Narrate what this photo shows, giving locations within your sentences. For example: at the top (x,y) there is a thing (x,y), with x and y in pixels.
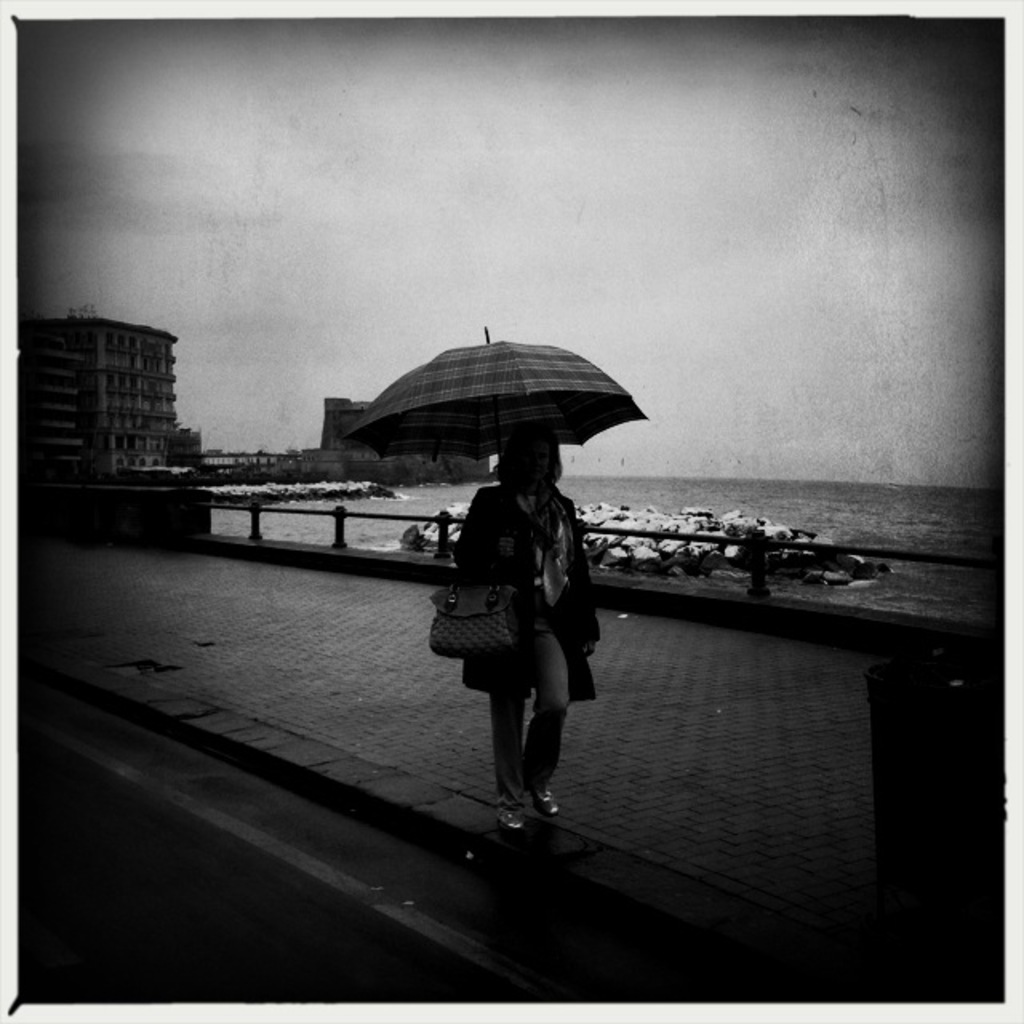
This picture is in black and white. In the center (544,482), there is a woman (557,494) carrying a bag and holding an umbrella (440,388). She is standing on the walkway (453,673). Towards the bottom right (887,784), there is a dustbin (870,685). In the background (209,375) there is water (921,509), stones (321,492), buildings (275,459) and a sky (519,222).
